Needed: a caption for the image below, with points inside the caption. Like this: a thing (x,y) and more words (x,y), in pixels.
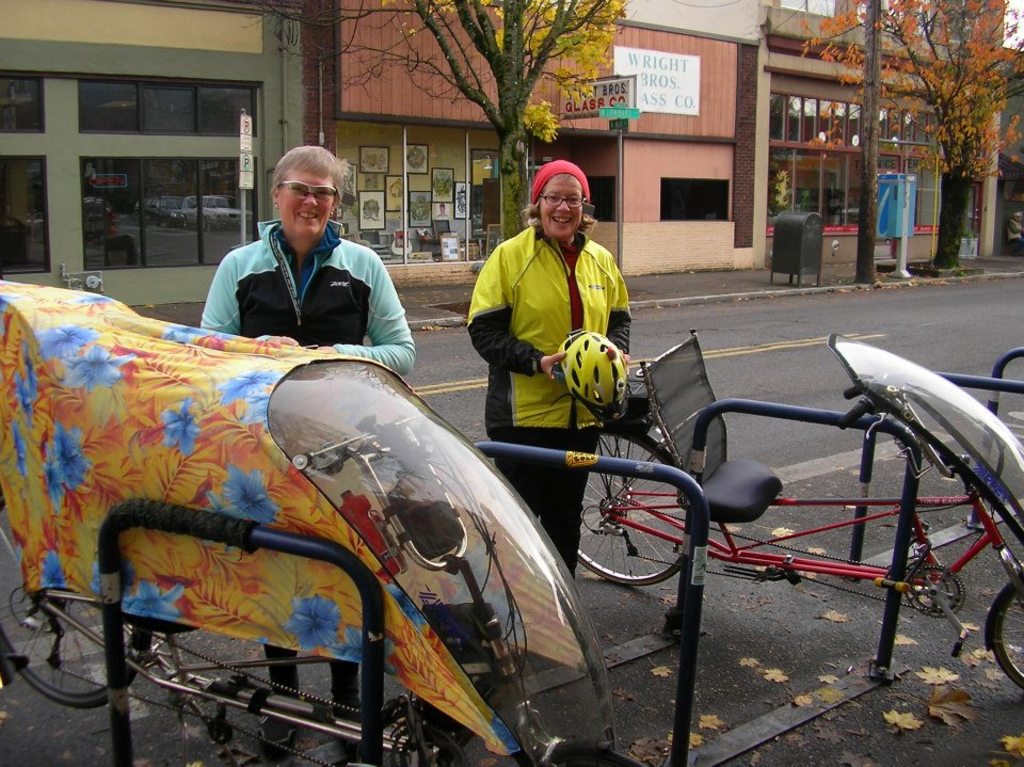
In the center of the image (543,438) we can see two people (498,463) standing. The lady (588,434) standing on the right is holding a helmet (607,383). At the bottom (464,620) there are bicycles (654,504). In the background (384,130) there are trees (534,36), buildings (740,80) and a bin (799,231).
